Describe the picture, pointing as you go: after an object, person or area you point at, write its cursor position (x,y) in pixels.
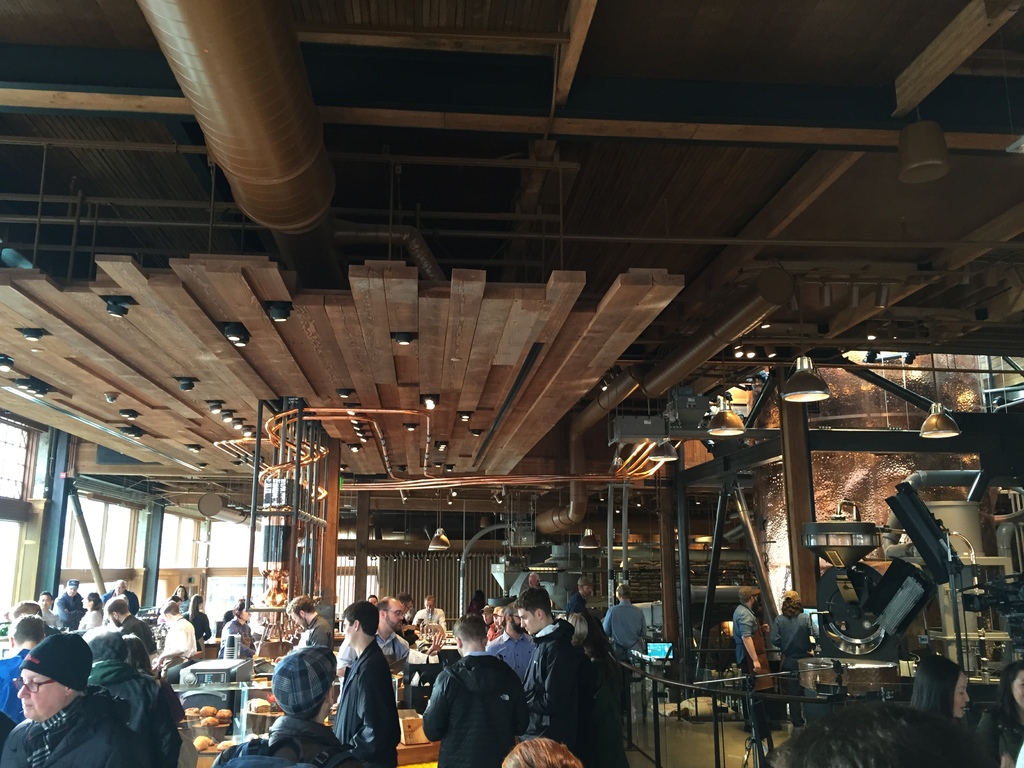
In this image we can see the inner view of an industry (510,525). In the industry (634,373) there are electric lights (791,375), grills (29,222), tables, pipelines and persons (116,683) standing on the floor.
